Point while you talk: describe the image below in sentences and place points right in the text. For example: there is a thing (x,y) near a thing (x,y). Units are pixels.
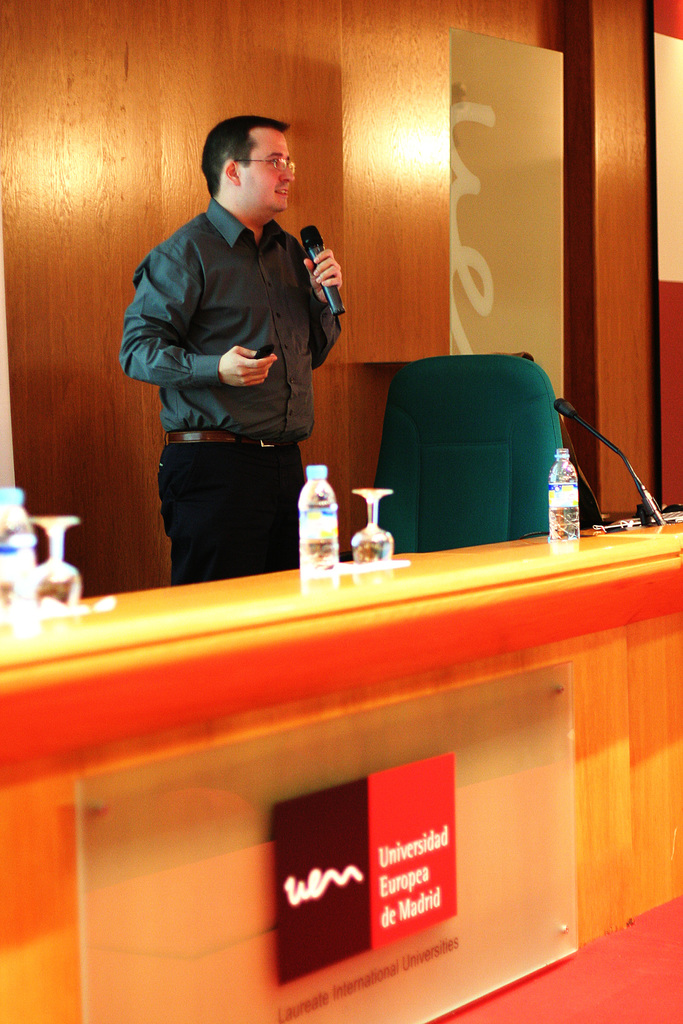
In this image i can see a person (208,315) wearing a grey shirt (197,302) and a black pant (223,475) standing and holding a microphone (308,244) in his hand (326,281). I can see a table (227,583) on which there are few water bottles (335,524), few glasses (377,536) and a microphone (648,502). In the background (396,114) i can see a wooden wall (389,112), a chair (497,391) and a banner (526,177).
